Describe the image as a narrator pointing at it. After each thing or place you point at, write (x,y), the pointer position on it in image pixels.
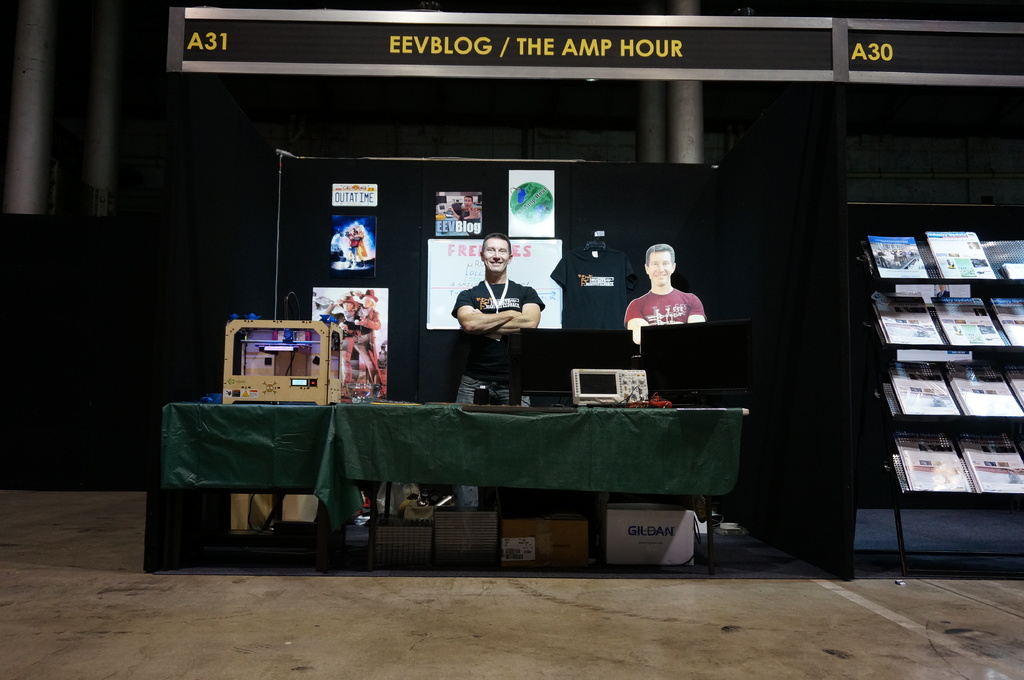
In this image there is a person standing and smiling, there are some kind of machines (526,369) on the table (438,468), there are posters (523,181) and a shirt (595,325) attached to the board (404,167), there are books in the shelves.
